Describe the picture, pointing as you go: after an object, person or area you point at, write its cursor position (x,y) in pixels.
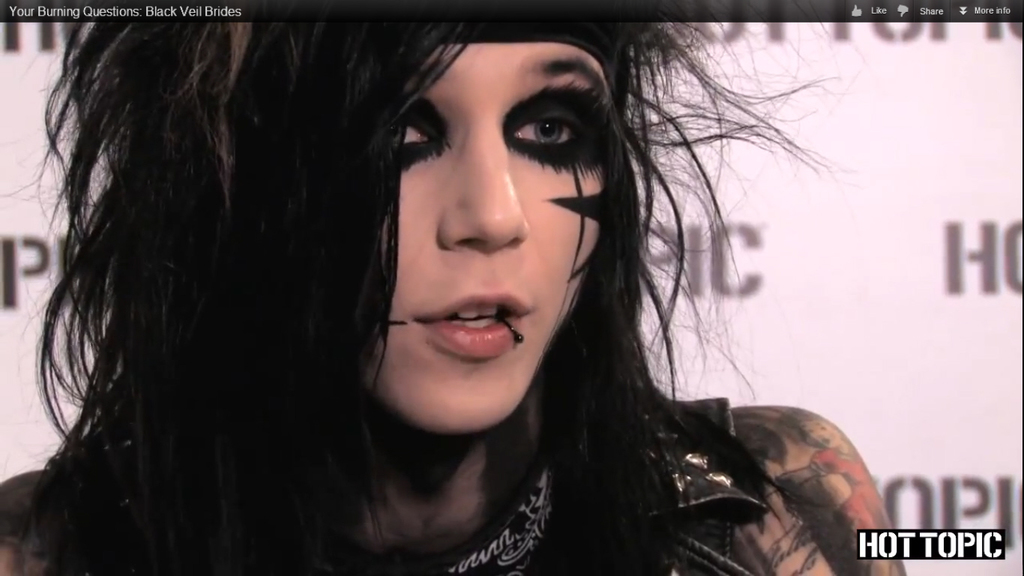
In this image we can see a lady (383,394). In the background of the image (800,207) there is banner (800,207) with some text (725,288). At the bottom of the image (878,529) there is a logo (861,536).
